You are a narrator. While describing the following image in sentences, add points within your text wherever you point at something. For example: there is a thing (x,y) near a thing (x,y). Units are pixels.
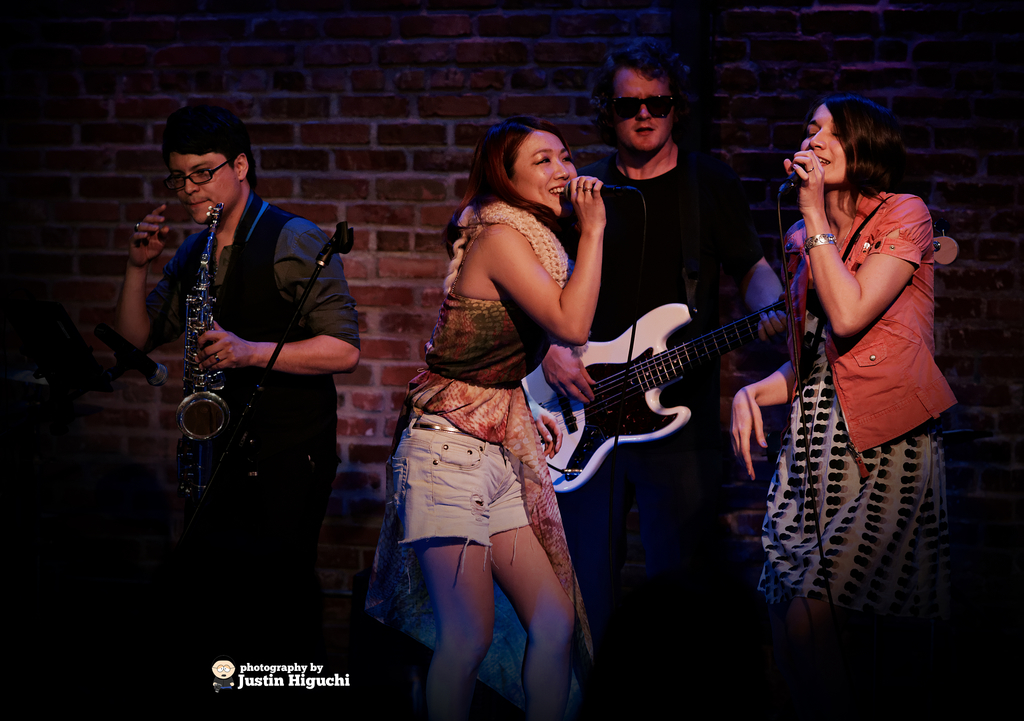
In this image I can see a group of people (494,317) are standing among them the person (253,280) on the left side (251,345) is playing musical instrument (198,312) and the person (538,319) on the right side (869,260) are singing a song.
